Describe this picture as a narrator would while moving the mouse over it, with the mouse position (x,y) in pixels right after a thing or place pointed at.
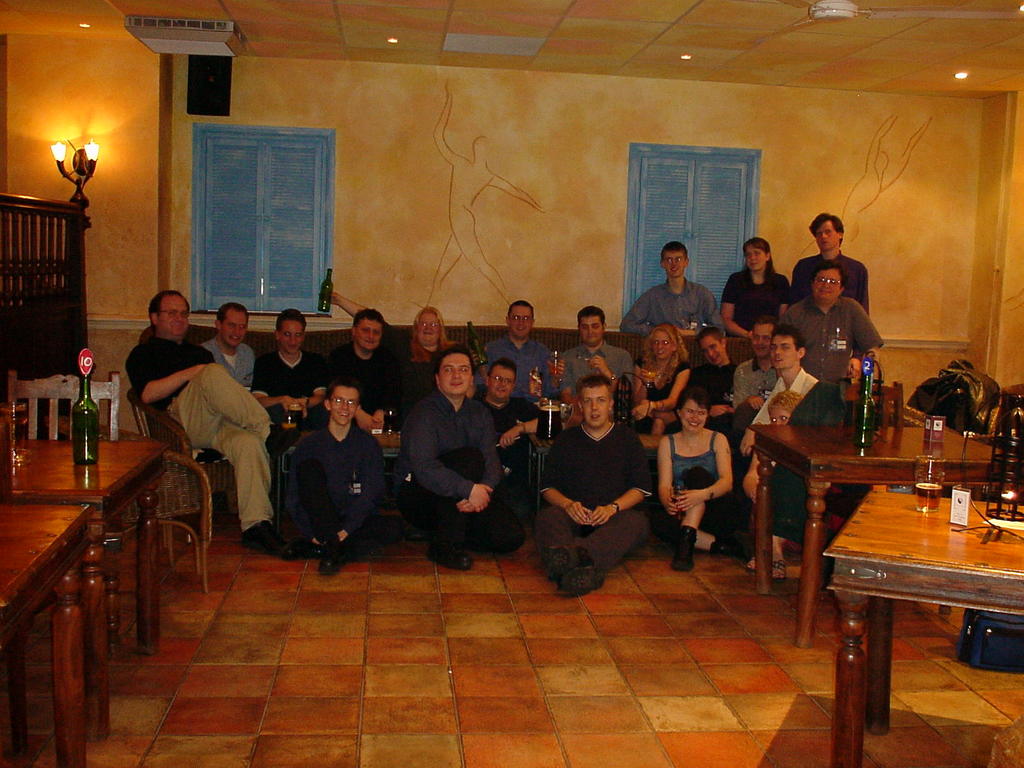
There is a group of persons (367,408) as we can see in the middle of this image (655,371). There is a wall (519,232) in the background (519,232). We can see two windows (286,231). There are tables (96,537) and chairs (111,427) on the left side of this image (98,427) and on the right side of this image (878,479) as well.
